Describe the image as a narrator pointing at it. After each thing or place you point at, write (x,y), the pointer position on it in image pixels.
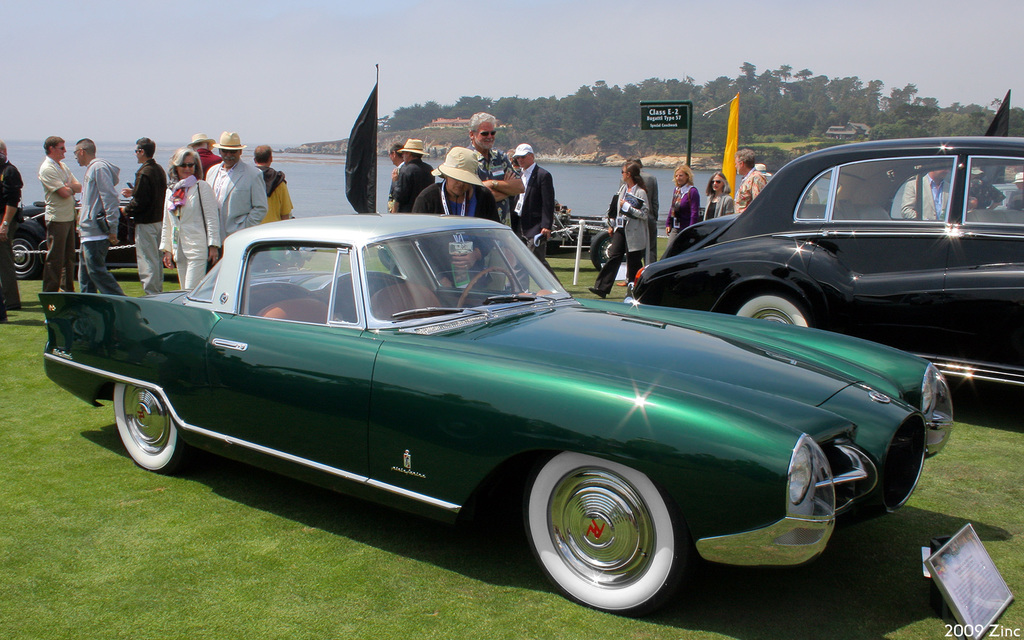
This is an outside view. At the bottom (233,577), I can see the grass (192,570) on the ground (186,561). Here I can see few vehicles (274,245) on the ground (193,521) and few people (85,201) are standing. In the bottom right-hand corner (965,591) there is a board (952,586). Along with the people (450,172) there are few flags (732,187). In the background (319,191) there is a sea (316,178) and many trees (590,104). At the top of the image (374,36) I can see the sky (353,37).
